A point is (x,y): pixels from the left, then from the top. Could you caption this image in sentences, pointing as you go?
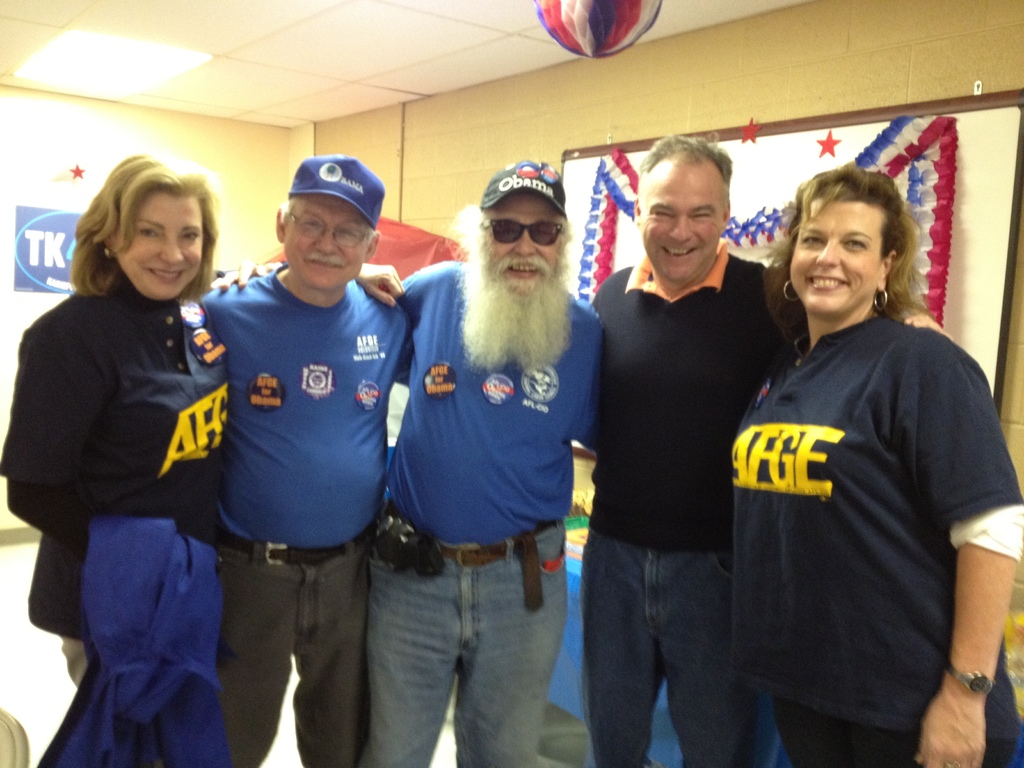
In this picture we can see there are five persons (264,464) standing. Behind the people (173,450), there is a white board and some decorative items (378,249). At the top of the image (194,67), there is a ceiling light (92,70) and a decorative item (581,32).
